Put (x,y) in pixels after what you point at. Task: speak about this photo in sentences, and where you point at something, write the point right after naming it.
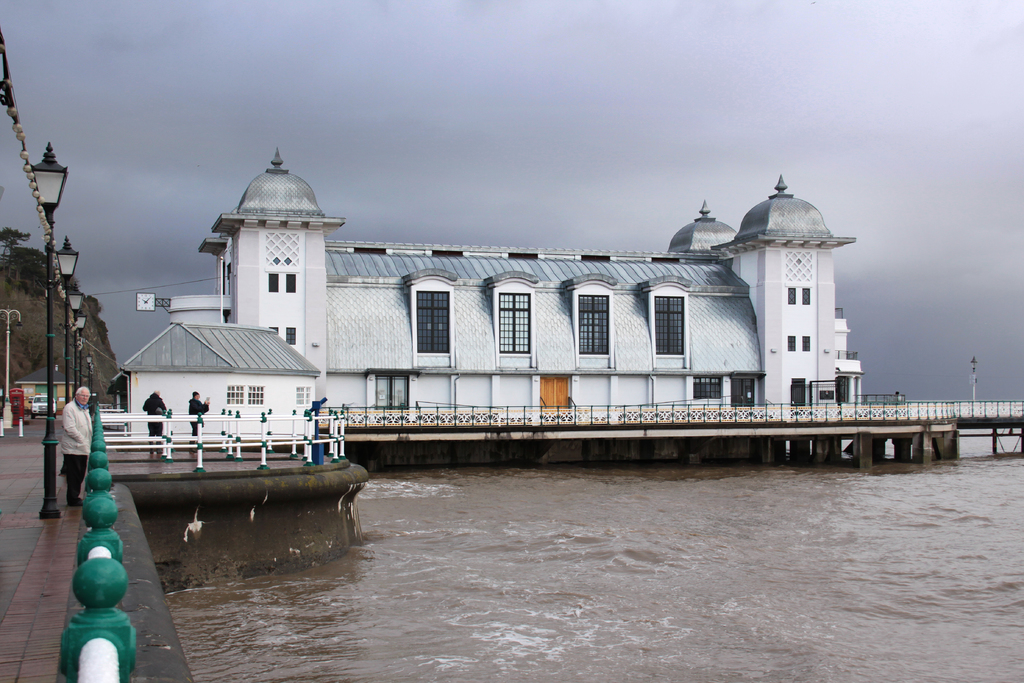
There are people (85,392) standing and we can see fence (164,432), water (612,577), house (225,345), building (727,394) and lights (19,127) on poles (52,337). Background (937,236) we can see trees (39,255) and sky (113,222).
